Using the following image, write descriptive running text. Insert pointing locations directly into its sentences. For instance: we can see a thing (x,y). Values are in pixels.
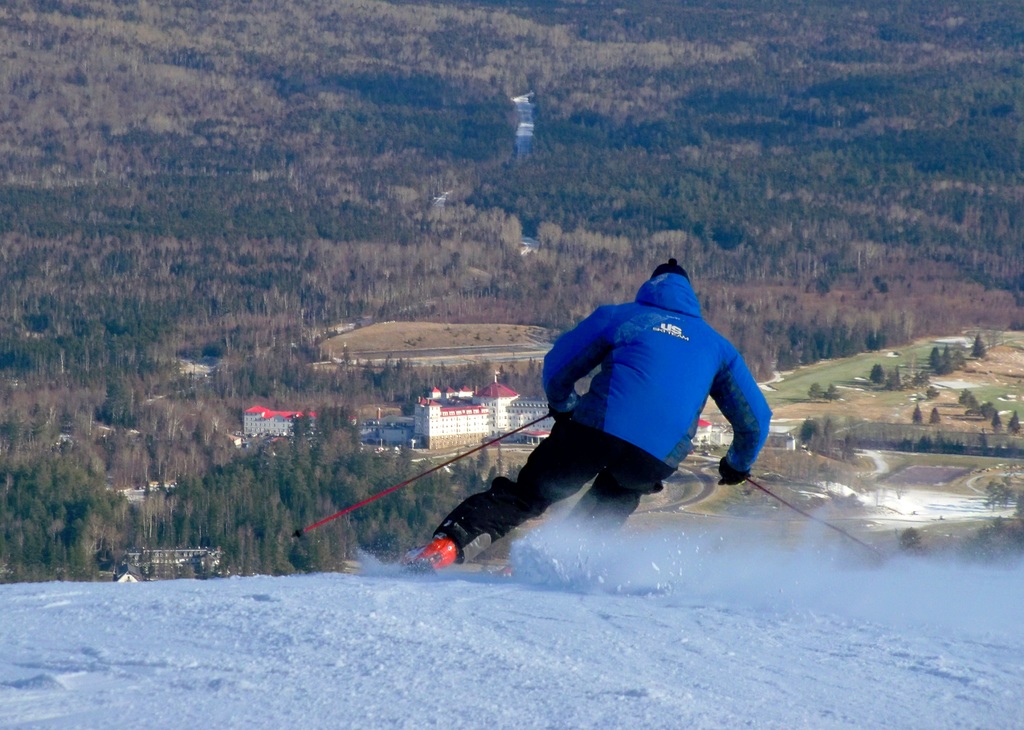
In this image, we can see snow (242,628) which is in white color, there is a person (636,414) holding ski sticks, in the background (104,489) there are some trees (329,477).
